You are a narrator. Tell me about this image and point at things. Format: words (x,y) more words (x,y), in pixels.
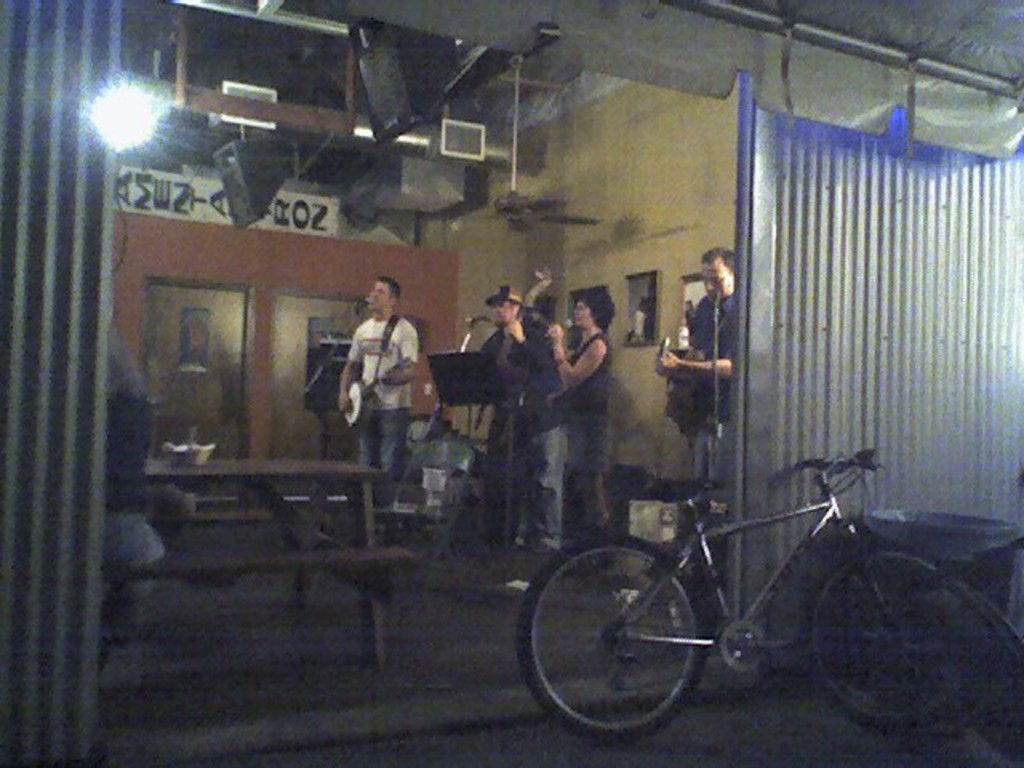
In this picture we can see a group of people (399,404) and a bicycle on the ground (500,548), here we can see a table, chair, musical instruments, wall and some objects (524,584).
